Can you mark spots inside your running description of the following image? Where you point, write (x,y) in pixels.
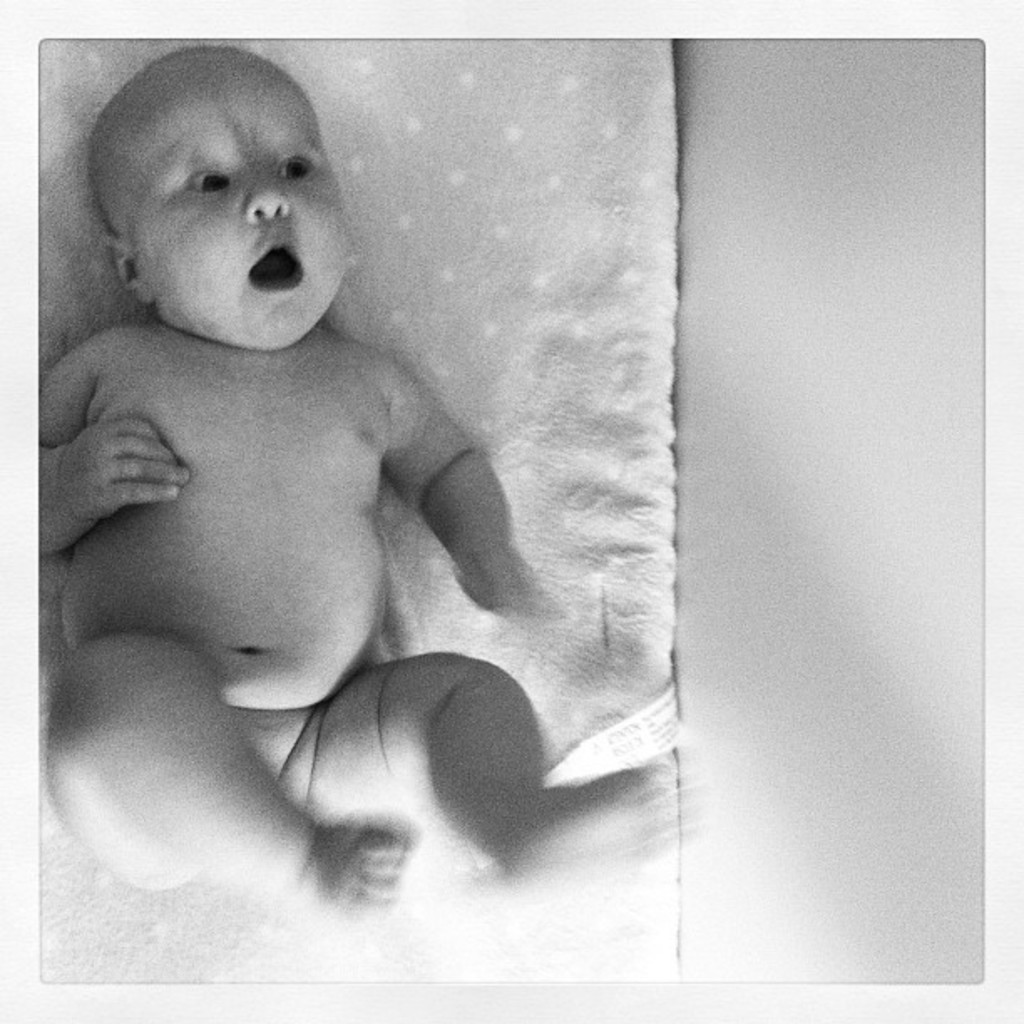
In this image I can see the baby (310,555) lying on the cloth (461,345). To the right side (800,372) I can see the wall (817,612).
